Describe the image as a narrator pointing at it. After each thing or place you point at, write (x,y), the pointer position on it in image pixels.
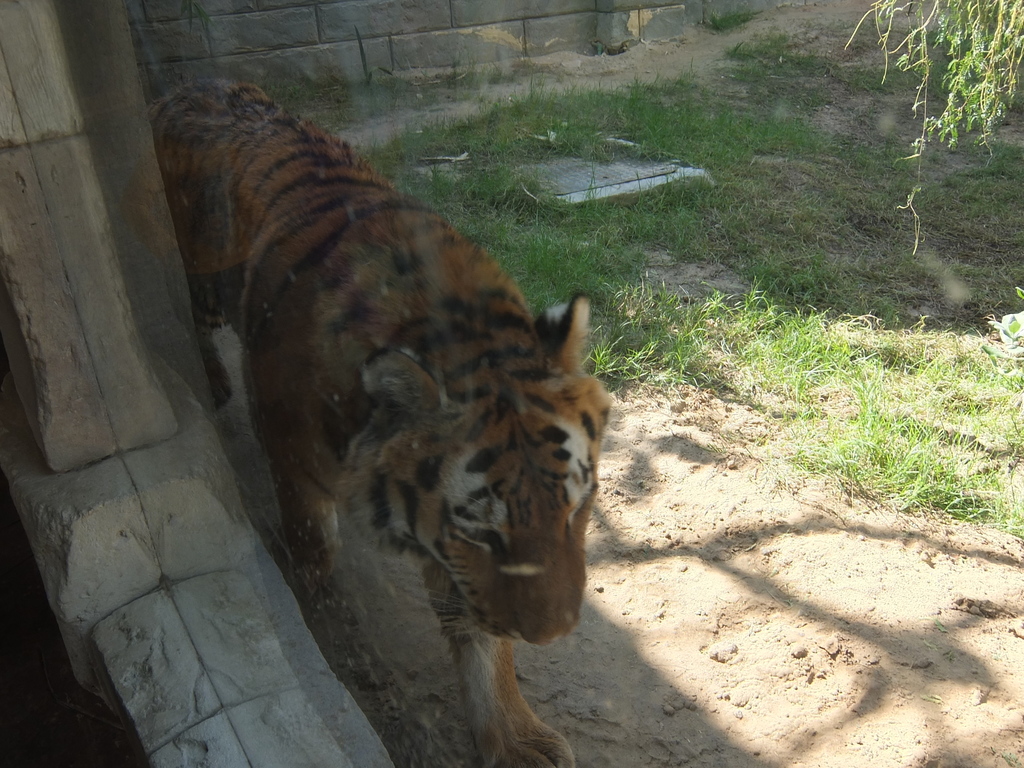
In this image, we can see a yellow color tiger (282,266), there is some grass (711,230) on the ground (523,201), we can see a wall (296,72).
